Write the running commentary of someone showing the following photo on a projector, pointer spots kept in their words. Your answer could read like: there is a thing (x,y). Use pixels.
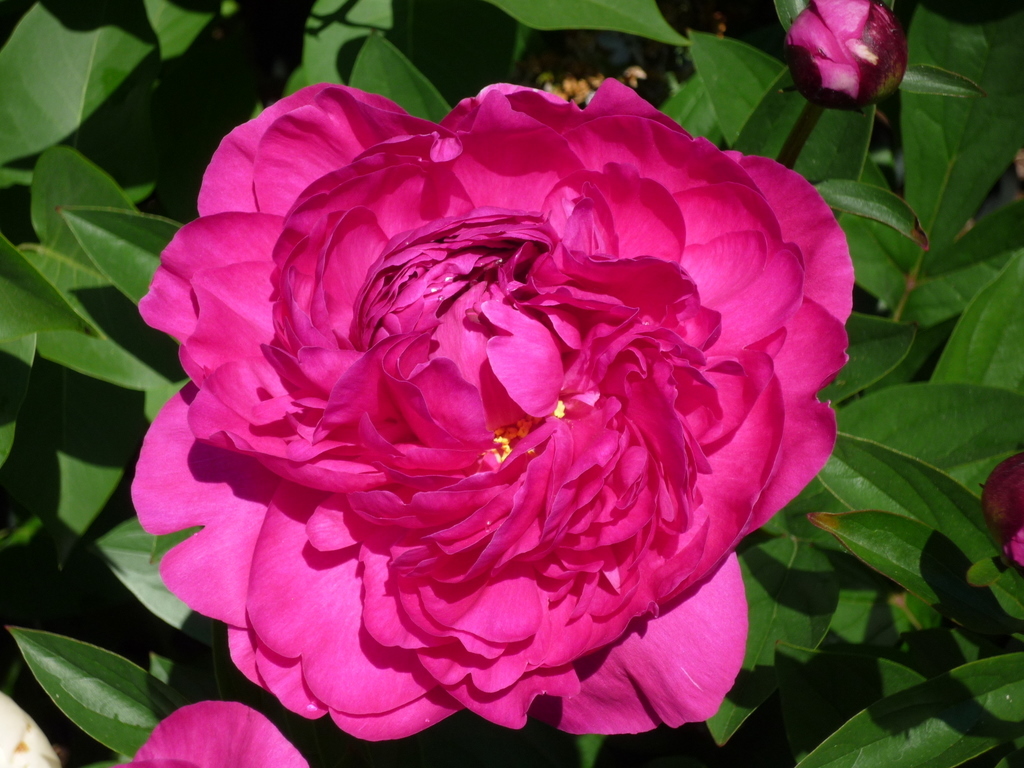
In the image there is a beautiful pink peony flower (551,321) to a plant (879,534).
